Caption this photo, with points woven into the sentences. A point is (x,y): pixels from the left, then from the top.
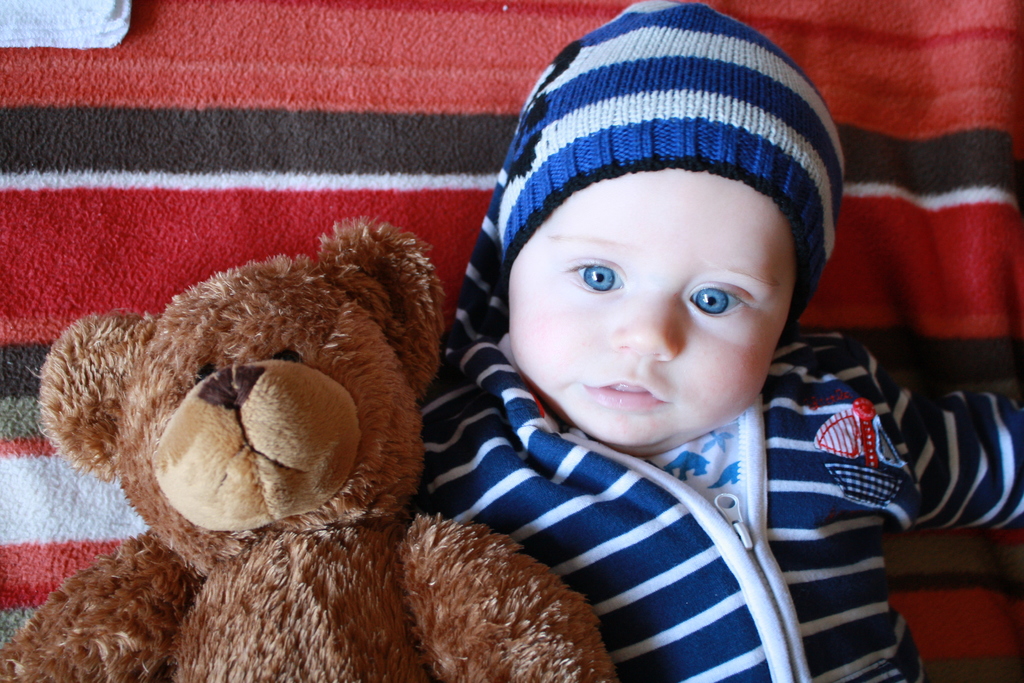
Here I can see a baby (550,445) is laying on a red color bed-sheet (370,160). Beside the baby (607,254) there is a teddy bear (282,521).
